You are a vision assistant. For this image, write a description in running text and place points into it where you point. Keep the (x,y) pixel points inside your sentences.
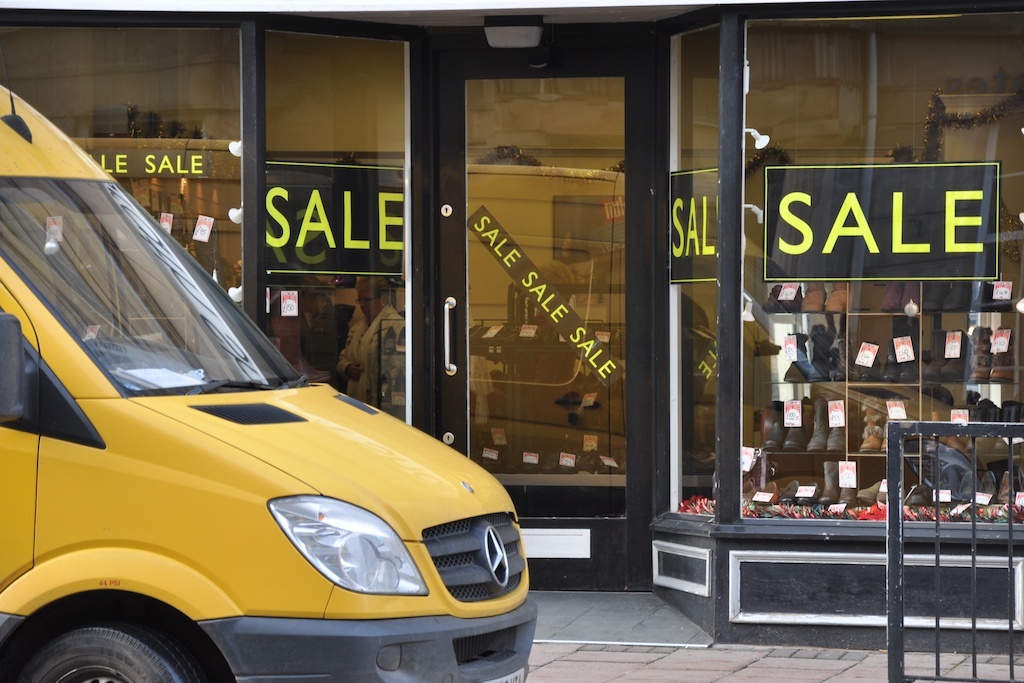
On the left (297,549) there is a vehicle (184,399) and on the right (915,658) there is a fence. In the background (363,216) we can see posters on the glass doors (496,208), through the glass doors (632,361) we can see shoes (823,356) and tags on the racks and we can see a person (360,374) and a lights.
